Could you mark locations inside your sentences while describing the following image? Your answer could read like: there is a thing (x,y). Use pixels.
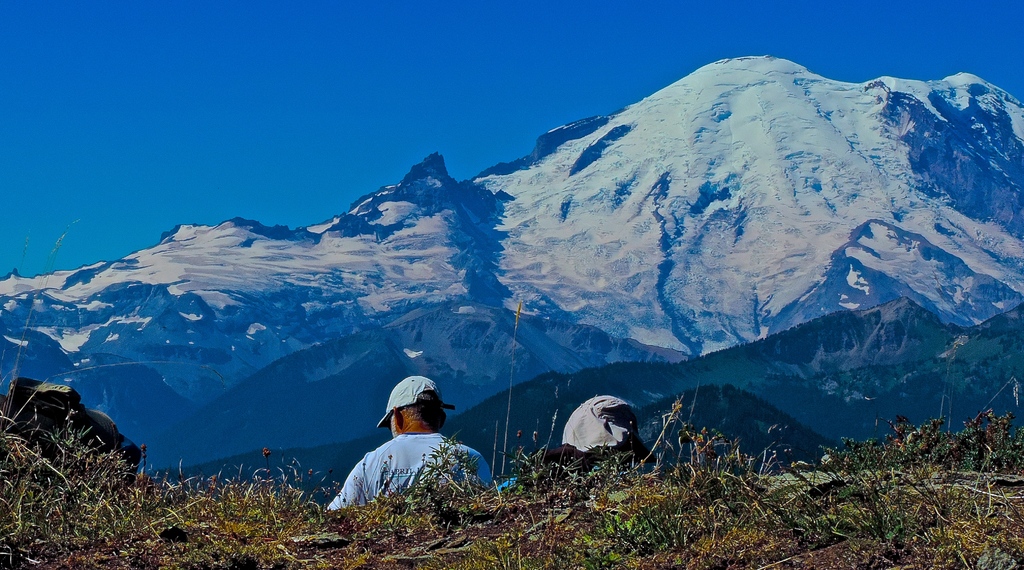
In this image at the bottom (462,528) there is grass (262,484) and there are two people (400,442) and a bag (109,424), and in the background (670,311) there are mountains (628,238). At the top (312,103) there is sky (292,139).
